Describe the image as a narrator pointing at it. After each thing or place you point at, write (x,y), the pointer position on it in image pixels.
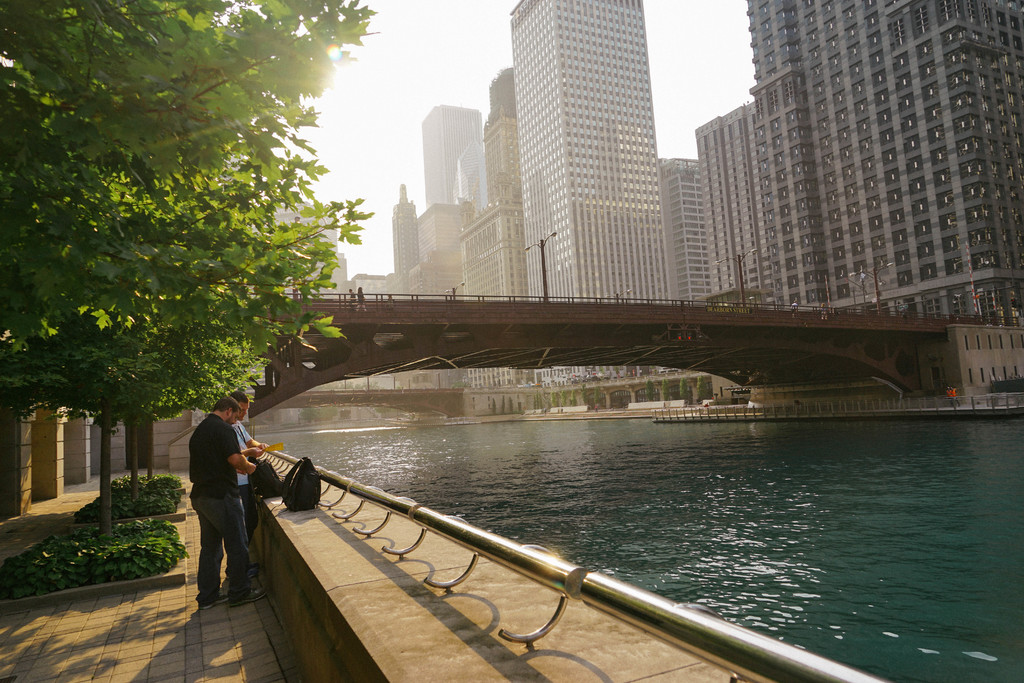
On the left side of the image (212,492) we can see two persons (226,498), bags (269,485) and trees (112,268). In the center of the image (429,368) there is a bridge (600,354). At the bottom (536,506) we can see water (772,530). In the background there are buildings (523,205) and sky (407,136).
